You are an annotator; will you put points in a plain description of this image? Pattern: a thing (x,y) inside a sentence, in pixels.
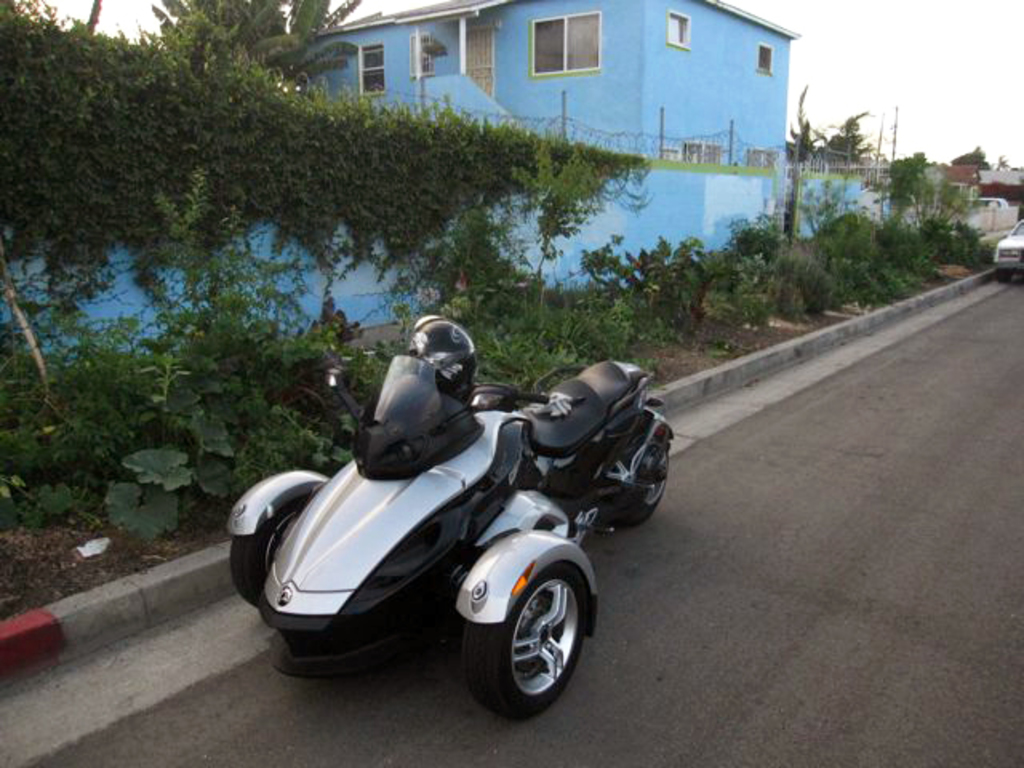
In this image I see 2 vehicles (628,365) on the road (687,424) and I see number of plants (929,231) and I see the creepers (317,226) on this wall (642,234). In the background (498,1) I see the buildings (785,88) and the trees (264,19) and I see the sky (896,94).
